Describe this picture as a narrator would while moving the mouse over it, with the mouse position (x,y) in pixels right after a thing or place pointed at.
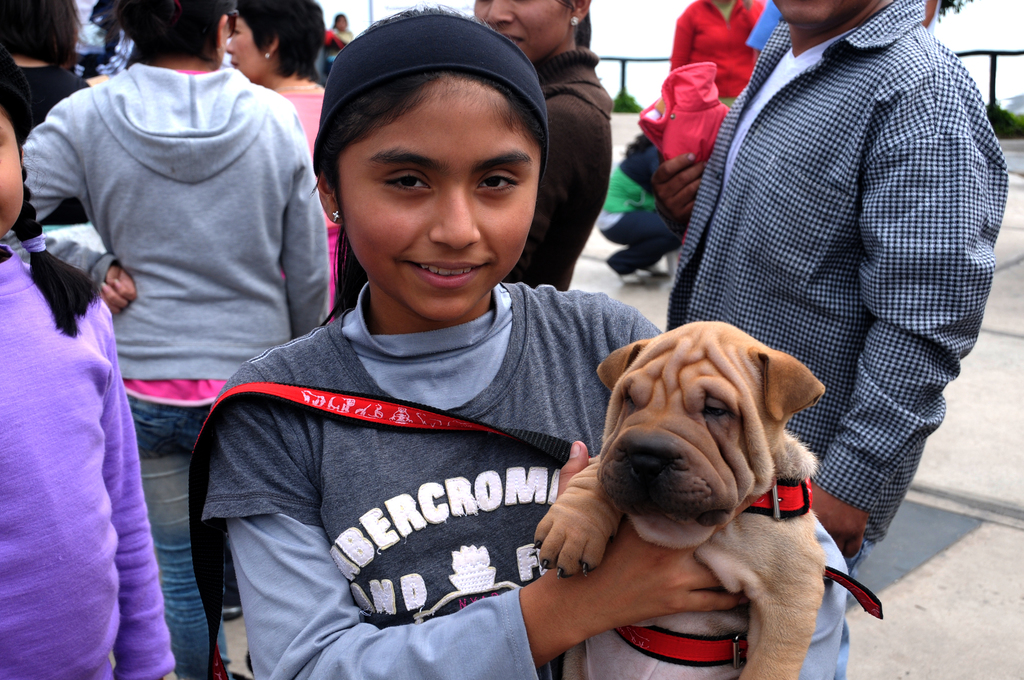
This Image is clicked outside. There are so many people (406,314) in this image most of them are standing and there is a girl (334,363) in the middle (530,349), she is wearing gray color shirt (358,502). She also has a dog (585,517) in her hand (564,632). It is in brown color, it has a belt (779,506) to her body (783,579). On the left side (62,489) there is a girl (46,531) who is wearing purple color t-shirt (91,508).
